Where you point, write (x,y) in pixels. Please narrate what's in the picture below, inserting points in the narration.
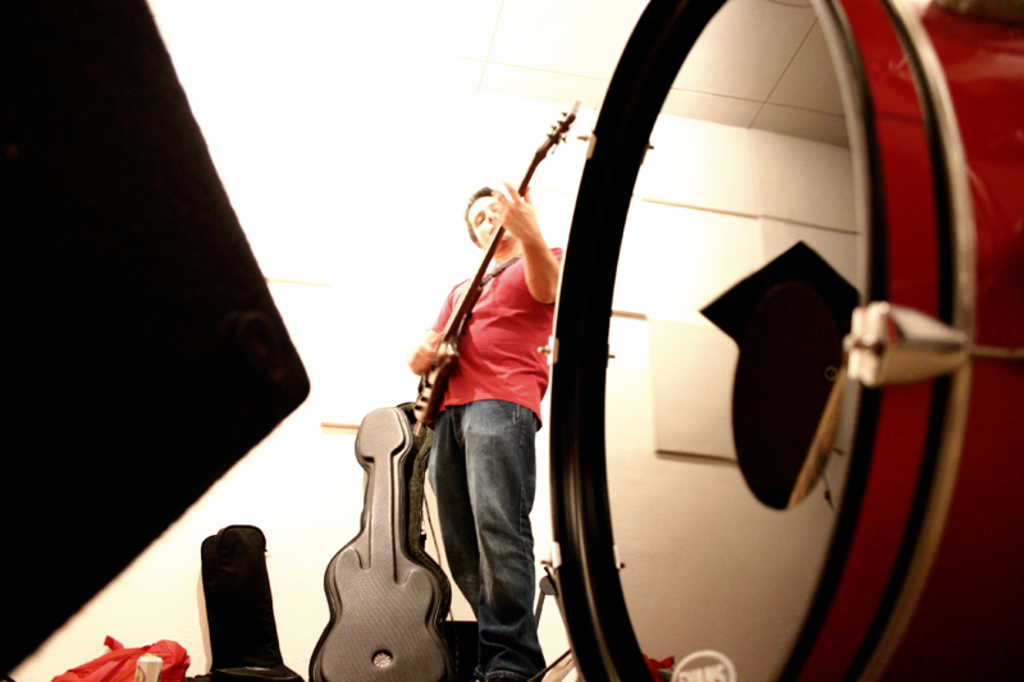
In this image I can see a drum (675,382) and one person (486,300) is standing and holding the guitar (436,390).
